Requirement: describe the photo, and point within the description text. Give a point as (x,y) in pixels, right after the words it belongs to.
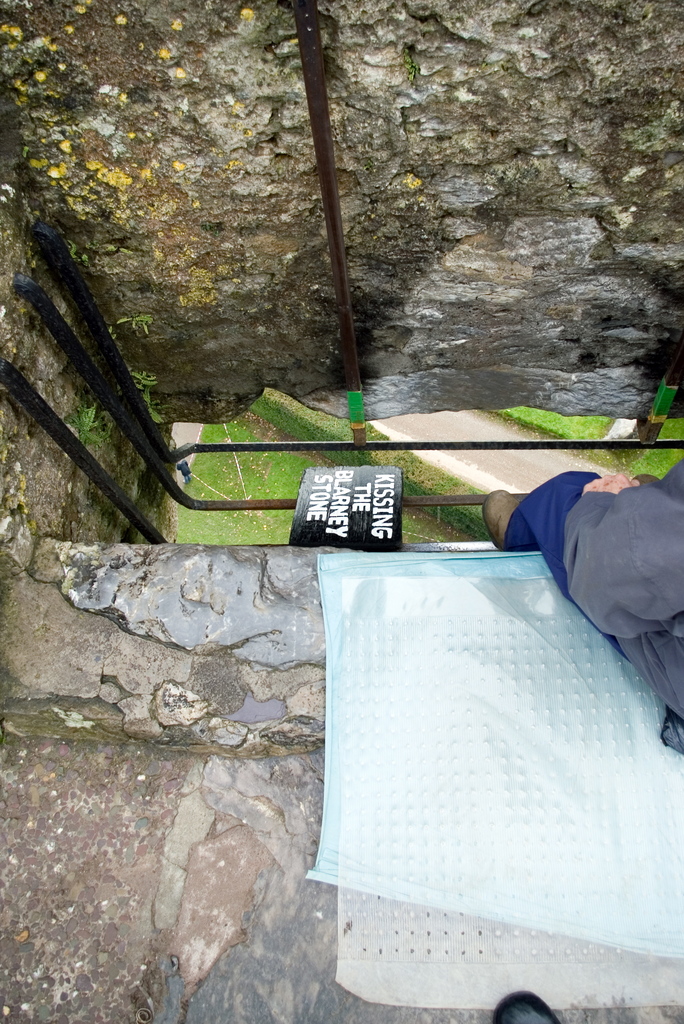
In this image we can see a person (619,593) sitting on the surface (365,639), we can also see some metal poles (350,362) and a sign board (343,513) with some text (365,503) on it. In the background (253,482) we can see grass (260,496), a group of plants (417,475) and pathway (512,459).
